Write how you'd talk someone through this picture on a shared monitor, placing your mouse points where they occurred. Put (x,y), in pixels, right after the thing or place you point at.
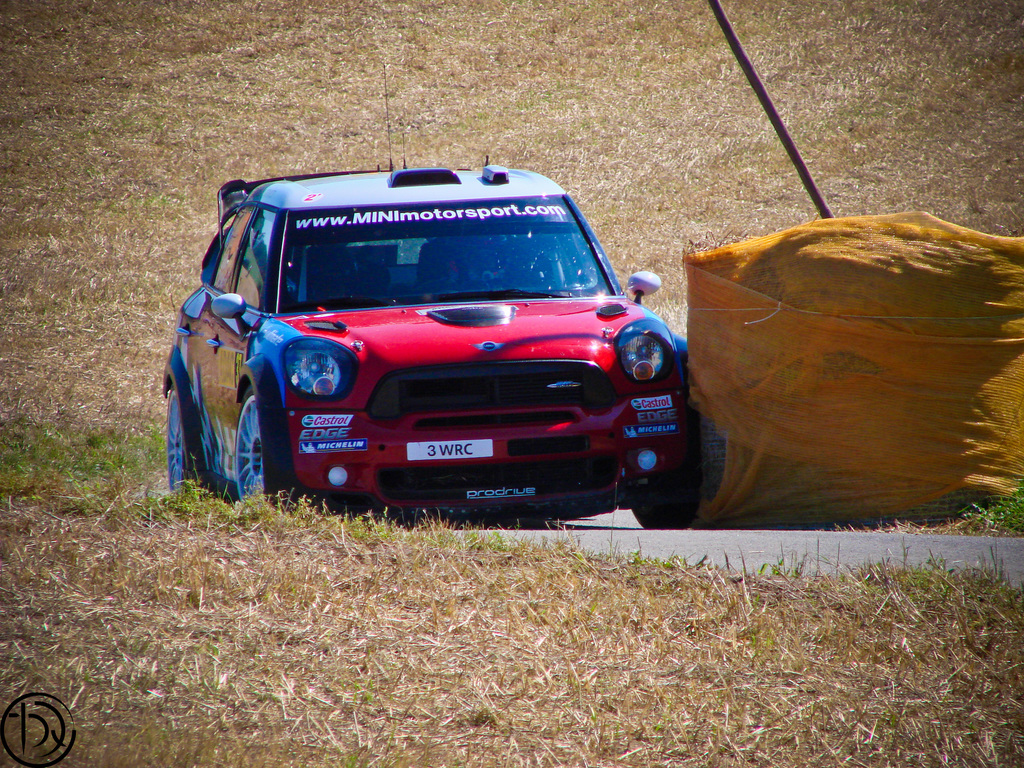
In this image there is a vehicle (531,303) on the path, beside the vehicle (497,438) there is an object (782,325) covered with a cloth (883,334), around that there is dry grass (462,579) on the surface (399,585).
